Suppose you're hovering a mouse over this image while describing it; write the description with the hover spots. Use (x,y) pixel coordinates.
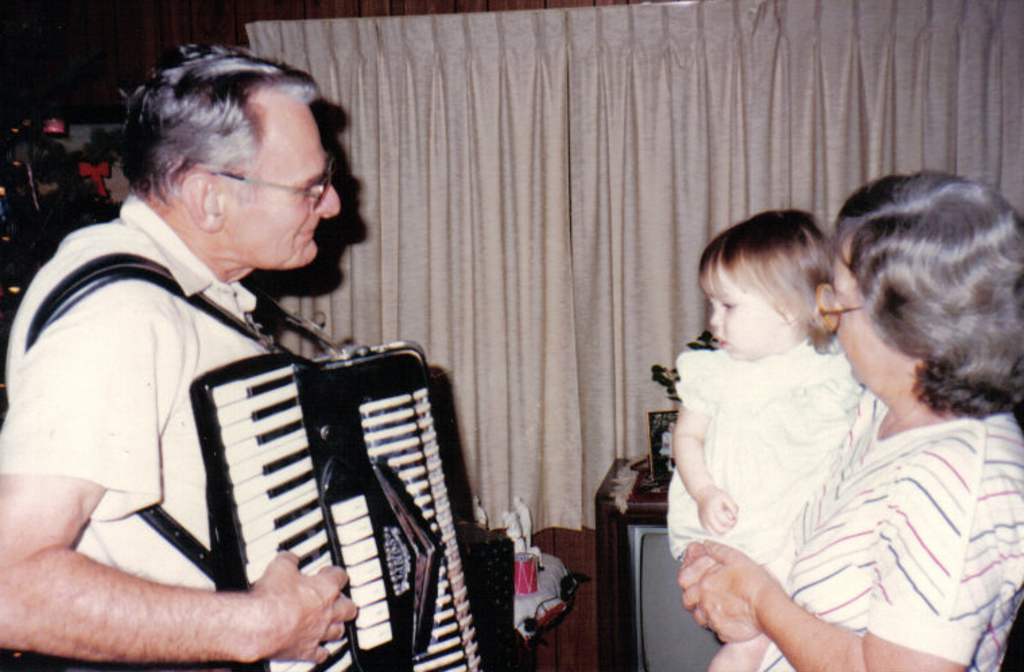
In this image on the left hand side (148,243) we can see a man (57,441) holding an object (358,671) and on the right hand side (774,312) we can see a woman (911,435) holding a baby (754,383). Behind them we can see the curtains (328,75) and some other objects (116,107).
